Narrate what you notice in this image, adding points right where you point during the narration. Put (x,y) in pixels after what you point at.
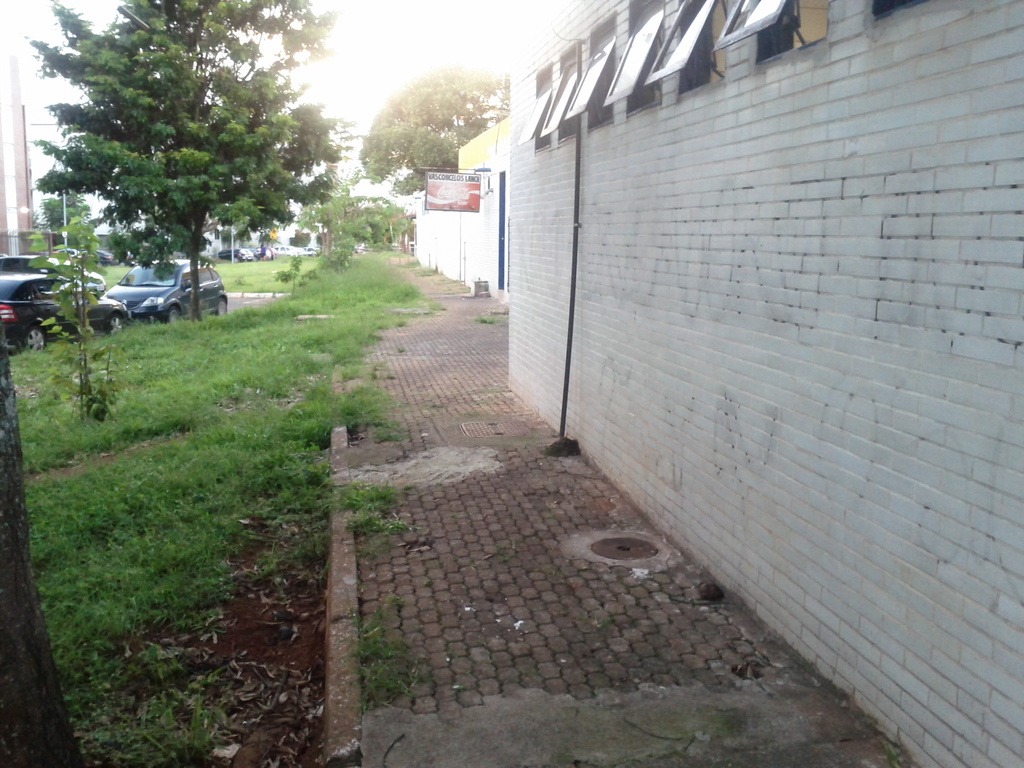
In the image we can see there is a ground (224,366) covered with grass (293,350) and there are trees (4,560). There are cars (177,291) parked on the road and there are buildings (712,224). There are windows (633,100) on the building (521,126) and there is a clear sky (358,122).
